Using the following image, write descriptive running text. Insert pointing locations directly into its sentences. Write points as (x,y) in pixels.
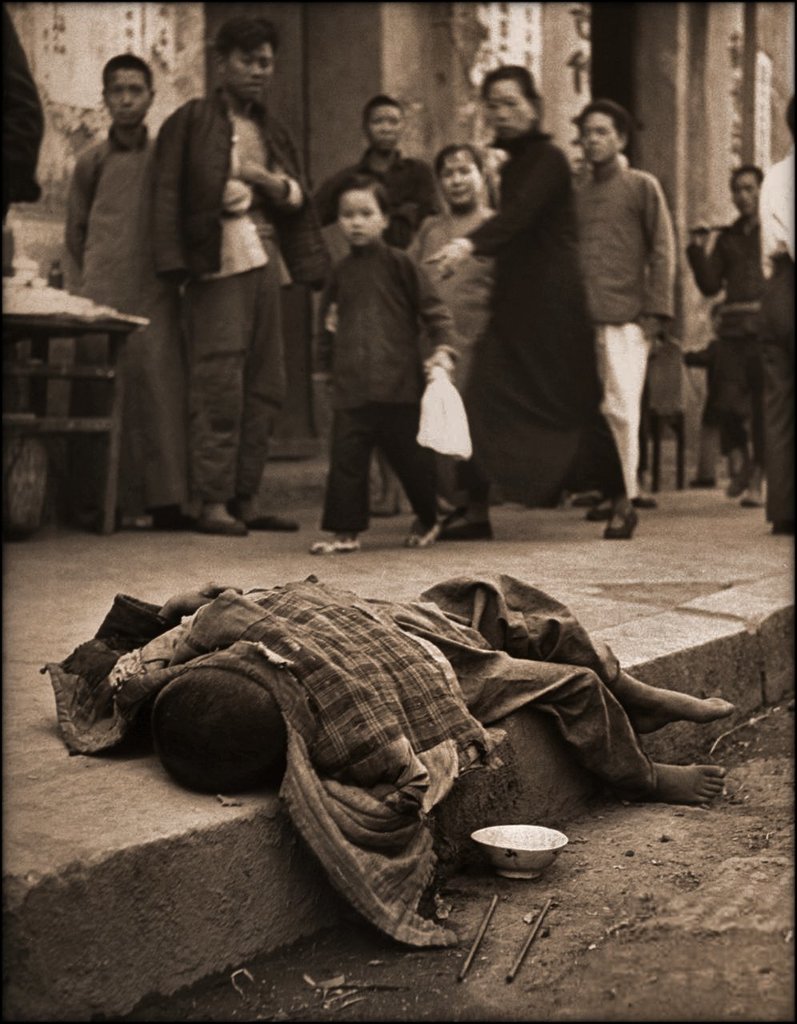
In this image I can see a person (360,819) sleeping on the floor (570,819). Background (503,438) I can see few other persons (204,249) standing and the person (369,435) in front (420,465) holding a cover (437,374) and the image is in black and white.
